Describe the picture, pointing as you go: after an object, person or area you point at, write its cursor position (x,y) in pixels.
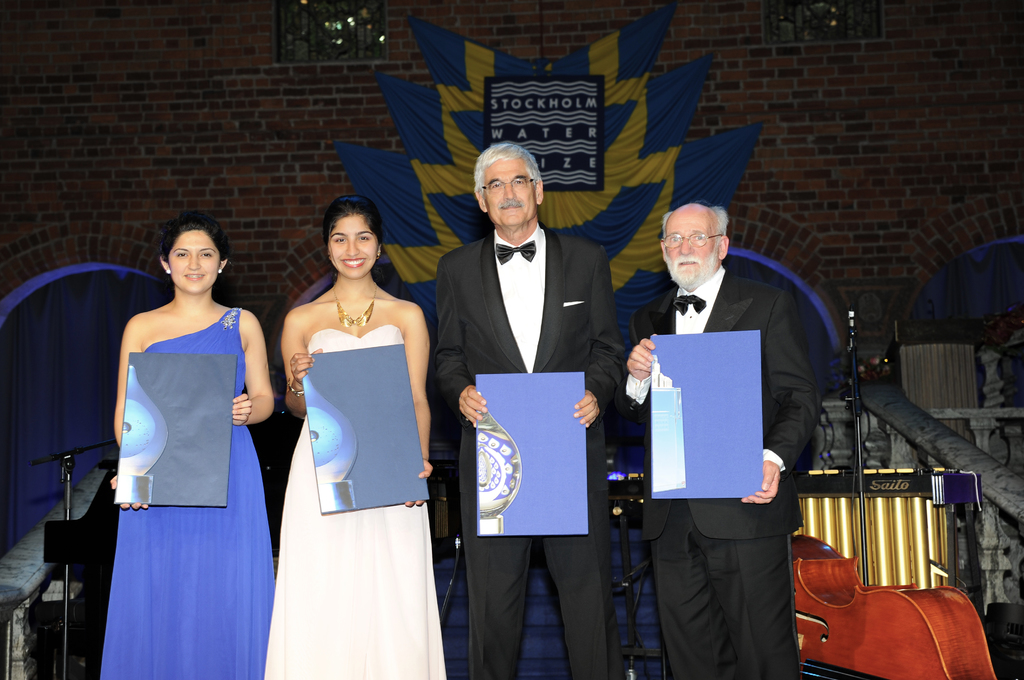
This image is taken indoors. In the background (298,184) there is a wall (259,138) with a painting (616,187) and a window (313,30) and there are a few musical instruments (874,543). In the middle of the image (503,294) two men (529,307) and two women (264,361) are standing on the dais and holding something in their hands (578,419).
